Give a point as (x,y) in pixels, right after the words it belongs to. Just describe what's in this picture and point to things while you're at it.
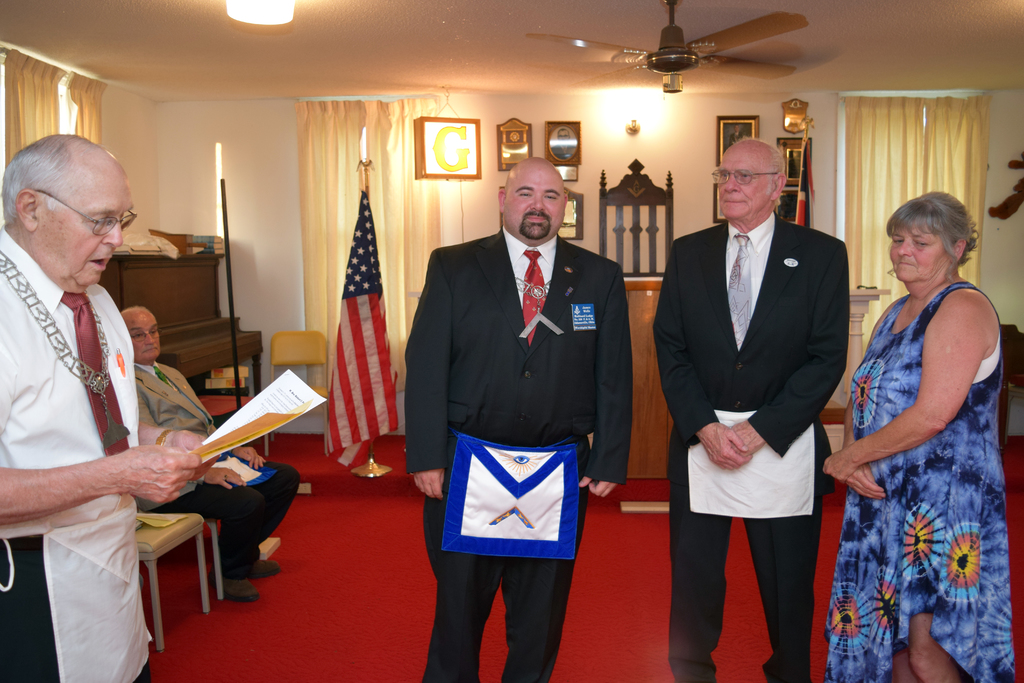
This is the picture of a room (586,533). In this image there are group of people (541,440) standing. On the left side of the image (101,596) there is a person (101,609) standing and holding the paper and he is reading and there is a person (217,507) sitting on the chair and there are chairs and there is a table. At the back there are curtains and there are frames (741,127) on the wall (727,99). At the top (725,32) there is a light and fan (756,75). At the bottom (322,588) there is a mat (344,571).
